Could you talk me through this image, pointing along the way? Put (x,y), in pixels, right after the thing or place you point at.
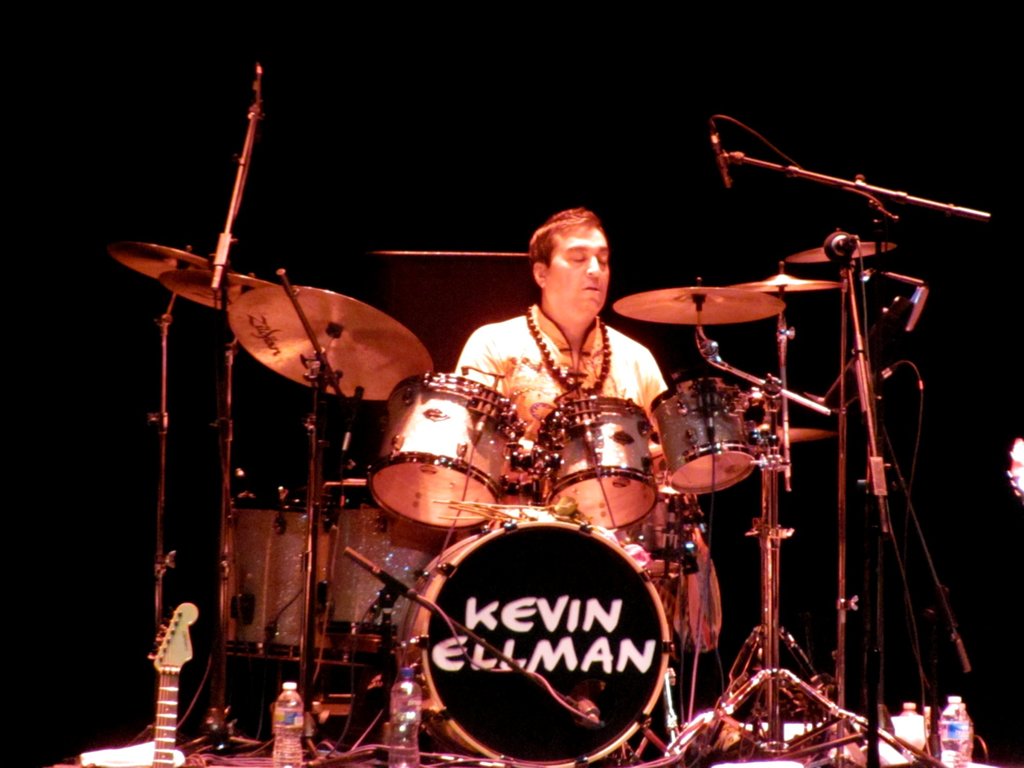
This image consists of a man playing drums (538,562). In the front (611,629), we can see a band setup (497,704). On the left (157,724), there is a guitar (159,744). On the right (952,733), there is a bottle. The background (635,27) is too dark.
